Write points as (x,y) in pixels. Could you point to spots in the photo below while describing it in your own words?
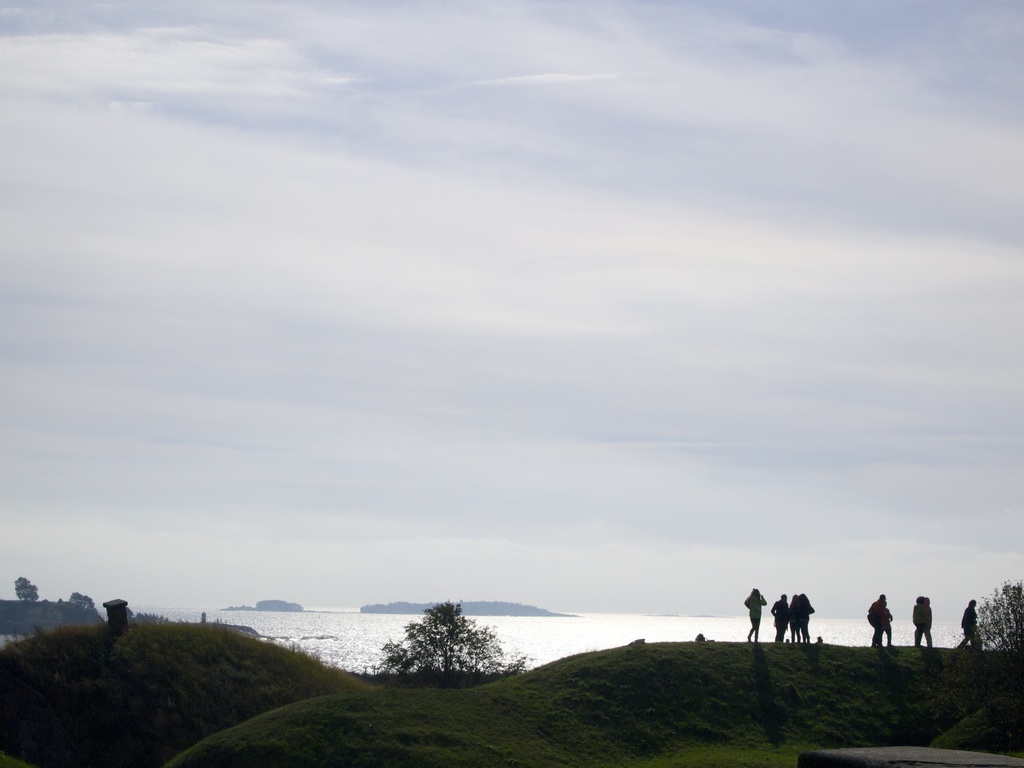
In this image I can see grass (471,699), trees (454,640), water (527,629) and here I can see few people (803,639) are standing. I can also see cloudy sky (618,301) in background (429,311).
